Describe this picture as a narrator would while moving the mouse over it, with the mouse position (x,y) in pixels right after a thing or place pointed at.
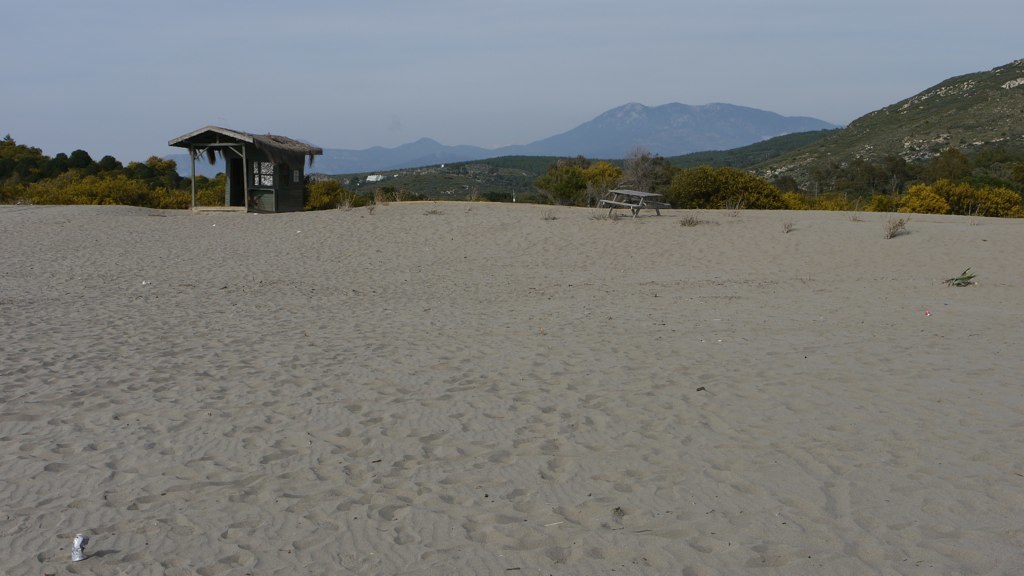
In this image in front (154,492) there is sand (303,371). There is a house (256,211). There is a bench (641,198). In the background of the image (174,176) there are trees (625,187), mountains (630,153) and sky (522,46).
